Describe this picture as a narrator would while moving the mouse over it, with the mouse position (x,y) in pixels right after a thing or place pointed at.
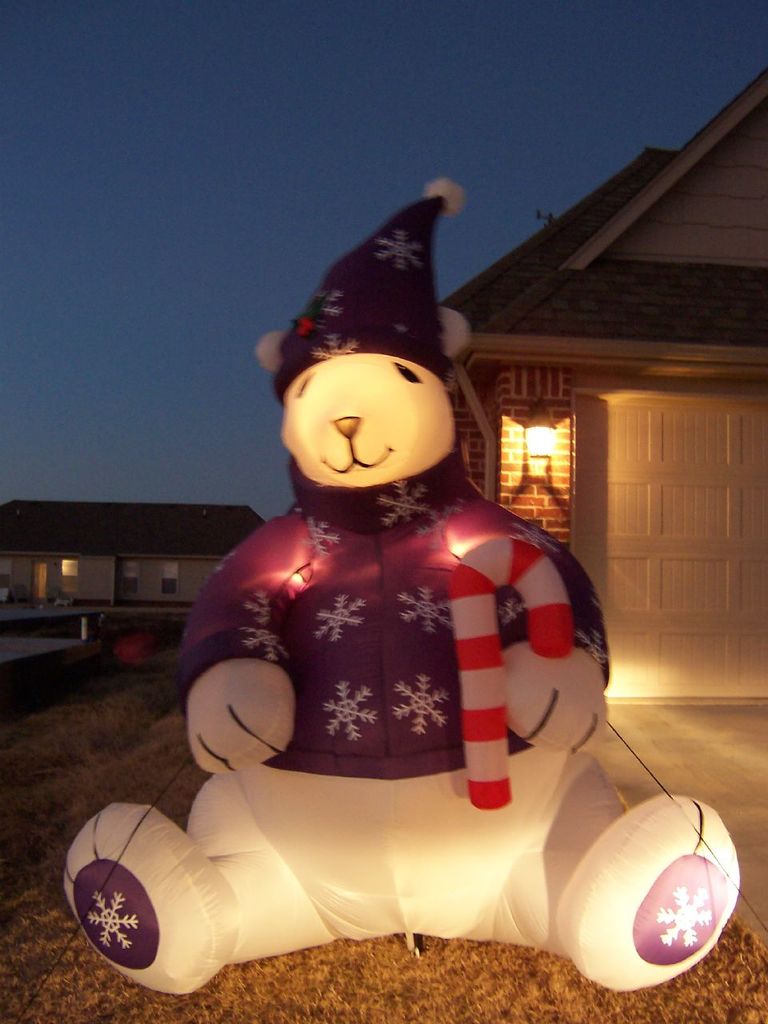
In this picture we can see a inflatable toy (378,670), in the background (585,429) we can find few lights (534,435) and houses (518,406).
